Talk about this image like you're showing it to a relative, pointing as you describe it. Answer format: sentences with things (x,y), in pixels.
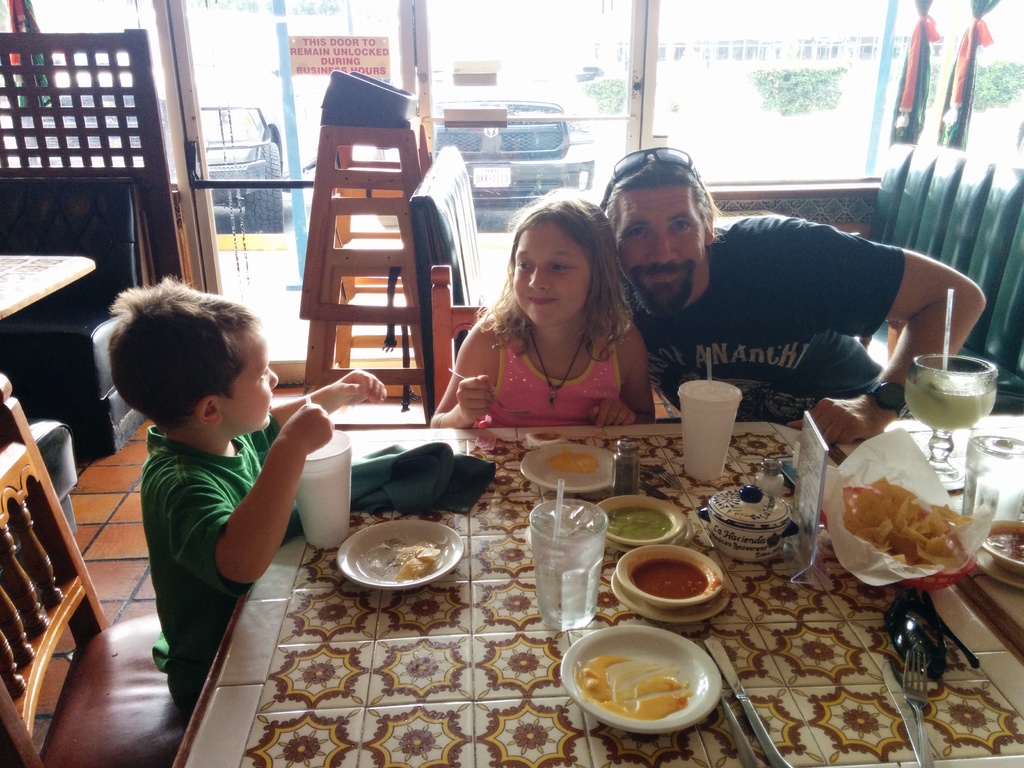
This picture looks like an inside view of a restaurant (745,666). there is man (776,364) and two kids (529,362). they are sitting on chairs (85,594) at the table (269,636). The man (757,298) wore a black T-shirt (753,338) and there is some text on it. He have a french beard (677,291) and is smiling for the photograph. The girl (625,291) is smiling looking at the boy (286,446) and is holding a spoon (497,397). The boy (281,460) beside her wore a green T-shirt (227,467) and he is also looking at her. On the table (419,590) there is food (419,565) in the bowls (634,586) and plates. There are spoons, forks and knives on the table (818,696). There are sauces (647,515) in the bowl (641,540). Behind them there are couches (906,205) and small ladder (365,208). In background (312,153) there is a glass door (306,102), cars (494,137) bushes (800,97), building (842,46) and flags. On the glass door (444,83) there is poster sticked to it.
